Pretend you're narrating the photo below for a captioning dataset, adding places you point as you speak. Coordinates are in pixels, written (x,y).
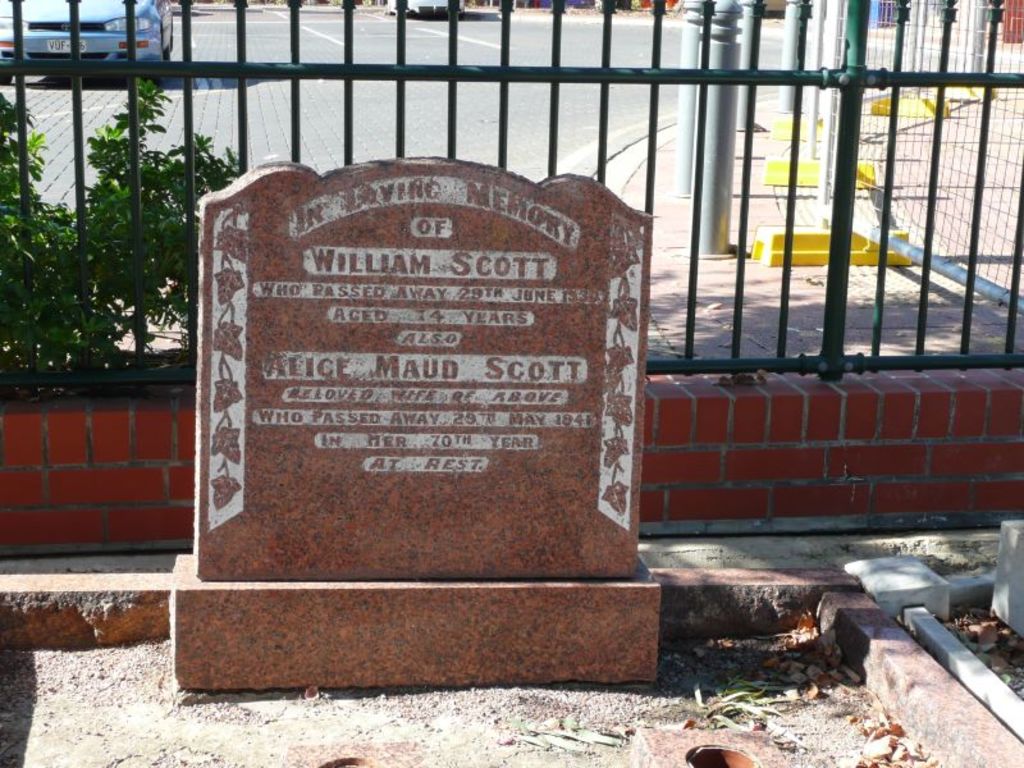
In this picture we can see a brown stone (267,440) on which ' 'William Scott'' is written. Behind there is a black fencing grill (387,71). In the background (338,99) there is a blue car (149,54) and road (469,105).
